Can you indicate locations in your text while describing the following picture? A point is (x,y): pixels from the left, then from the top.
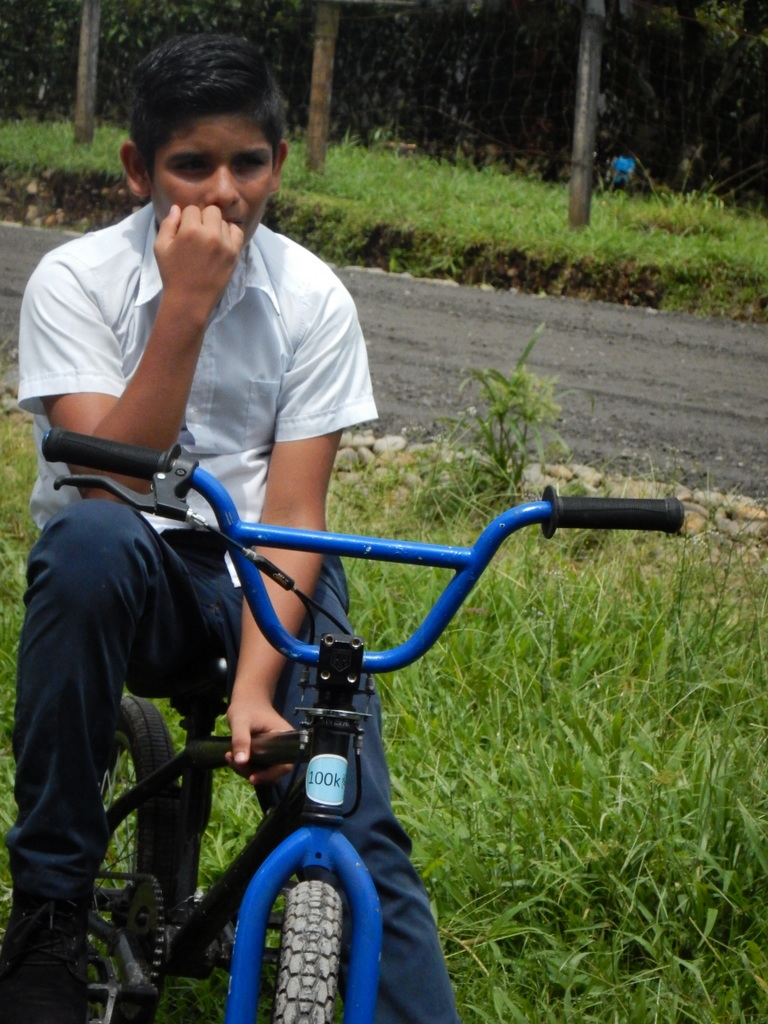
In this picture there is a boy (161,419) sitting on a bicycle (264,851), putting his hand (181,263) in his mouth (230,213). In the background (493,345) there is a road (631,361), some plants (494,386) and grass (418,200) here. We can also see some poles (582,126) and trees (465,68) too.
